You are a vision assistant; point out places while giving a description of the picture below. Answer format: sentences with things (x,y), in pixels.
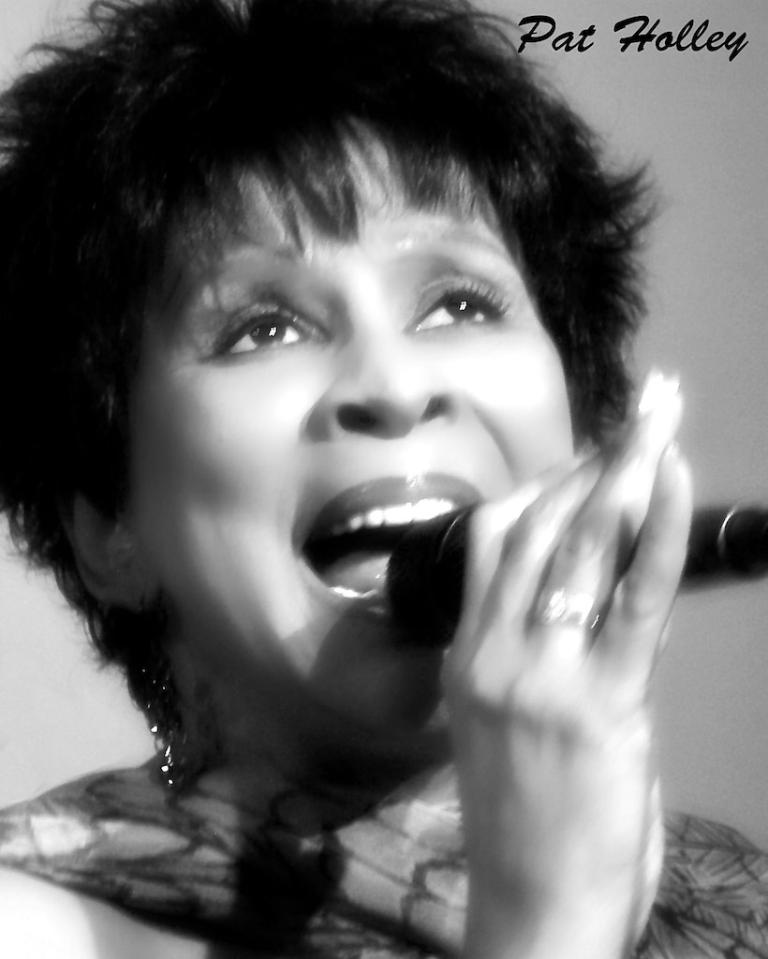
In this picture there is a lady (206,689) who is holding a mic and singing she is looking above the image, seems to be a photograph where pat holley (731,35) is written at the right side of the image (536,26).
